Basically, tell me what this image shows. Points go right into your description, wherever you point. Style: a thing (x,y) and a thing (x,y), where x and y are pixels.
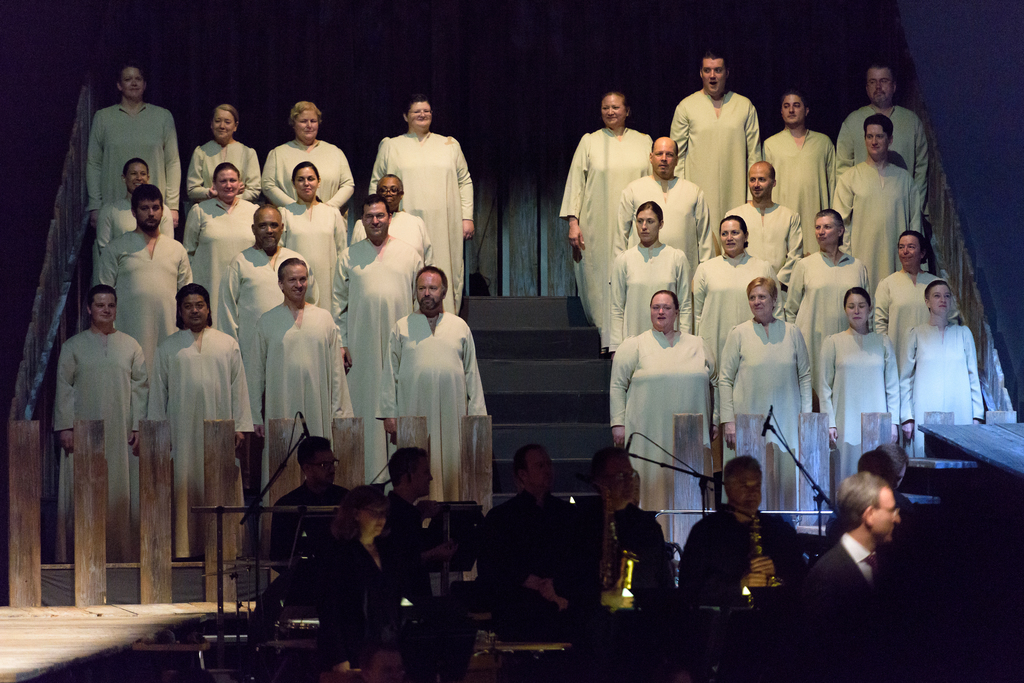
At the bottom of the image (498,567) there are a few people (384,577) sitting. And they are holding musical instruments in their hands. And also there are mics (306,430) with stands (799,463). Behind them there is a wooden fencing (18,473). Behind the fencing (476,427) there are few people (462,352) standing with same dresses (412,242). And there is a dark background (64,119).
